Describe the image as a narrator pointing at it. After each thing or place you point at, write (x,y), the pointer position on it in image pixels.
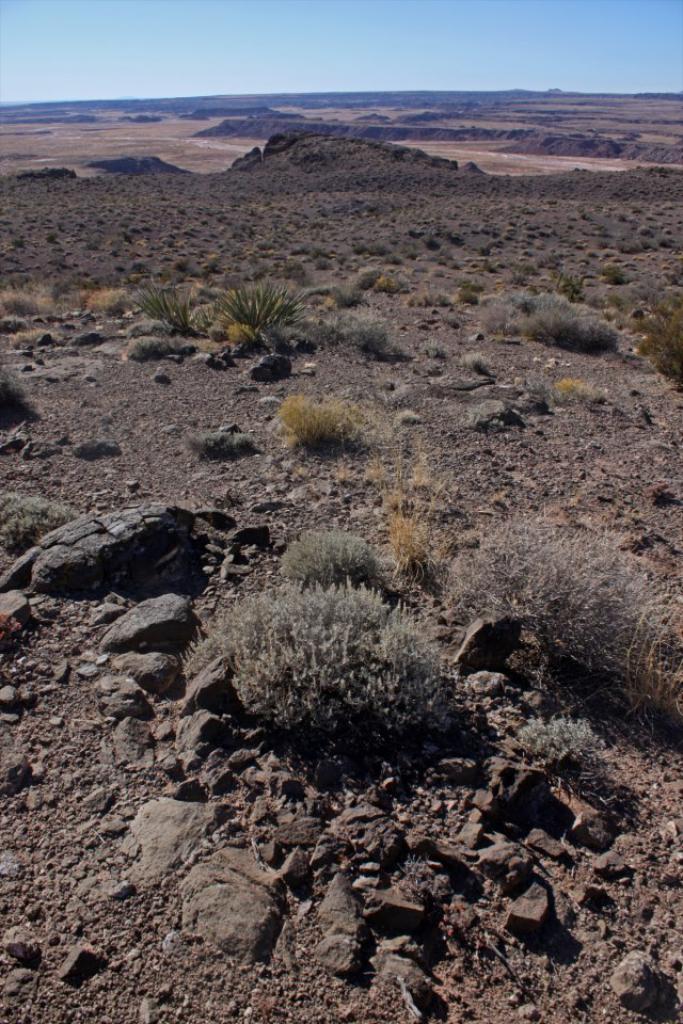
In this picture we can see stones (180,839) and plants (357,208) on the ground (134,107) and in the background (230,33) we can see the sky (389,33).
